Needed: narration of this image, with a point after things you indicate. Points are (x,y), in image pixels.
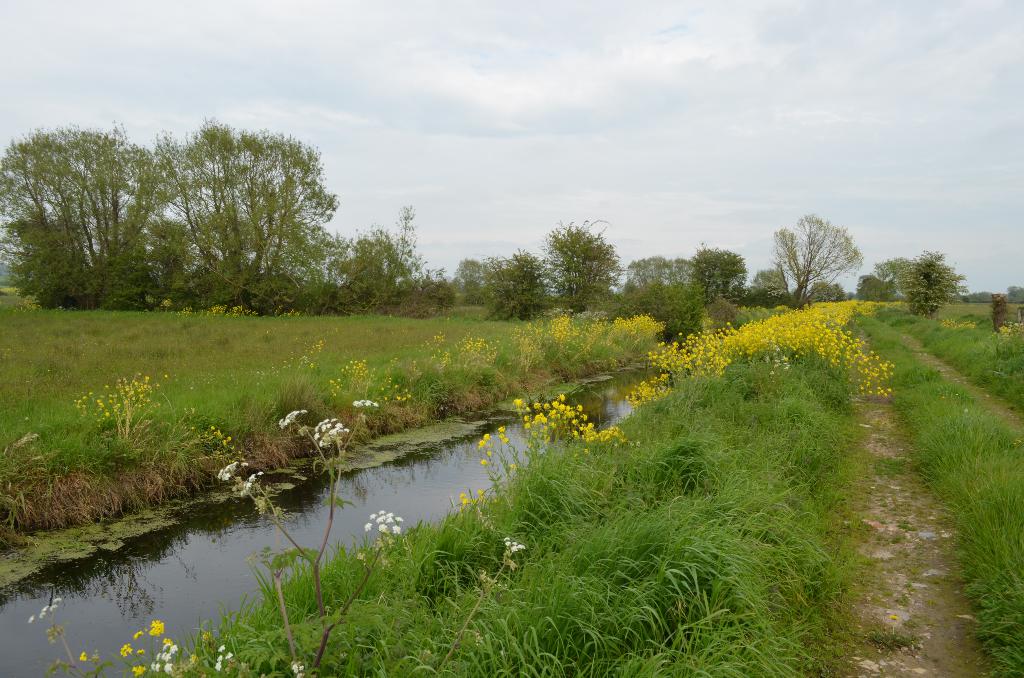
In this image there is grassland (734,327), in the middle (612,383) there is a canal (216,564), in the background (753,303) there are trees (768,290) and the sky (751,135).
